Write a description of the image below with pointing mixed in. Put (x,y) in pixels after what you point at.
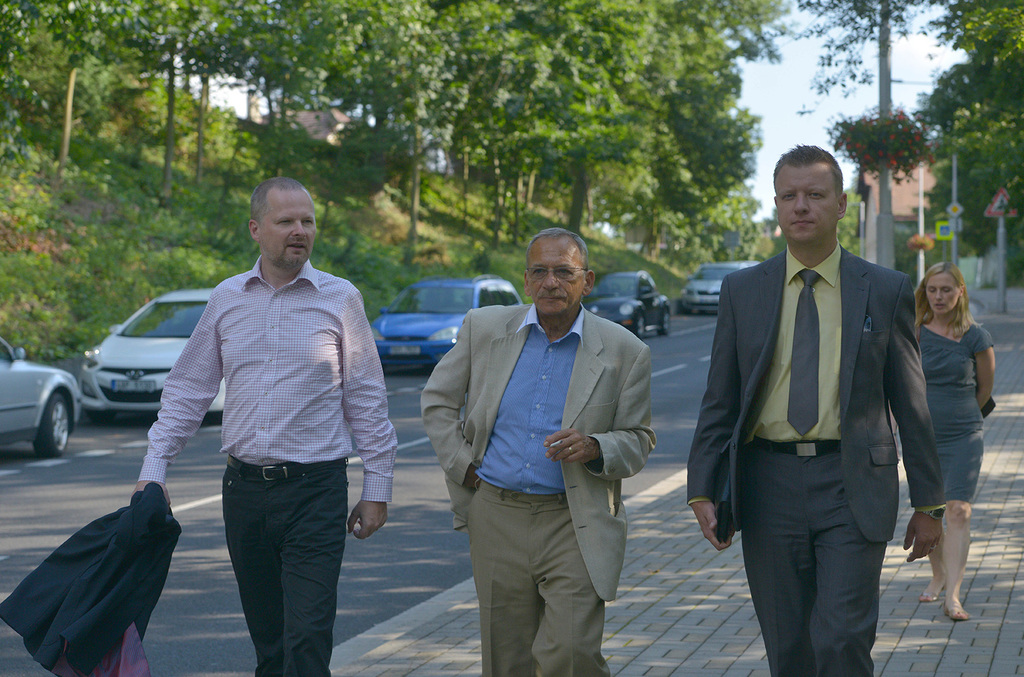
In this picture we can see blazers (881,366), tie (813,286) and four people (961,411) walking on a footpath (747,606) and at the back of them we can see cars (433,296) on the road (647,470), plants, trees (500,106), buildings (875,194), poles (890,203), signboards (996,201) and in the background (896,50) we can see the sky (789,139).
